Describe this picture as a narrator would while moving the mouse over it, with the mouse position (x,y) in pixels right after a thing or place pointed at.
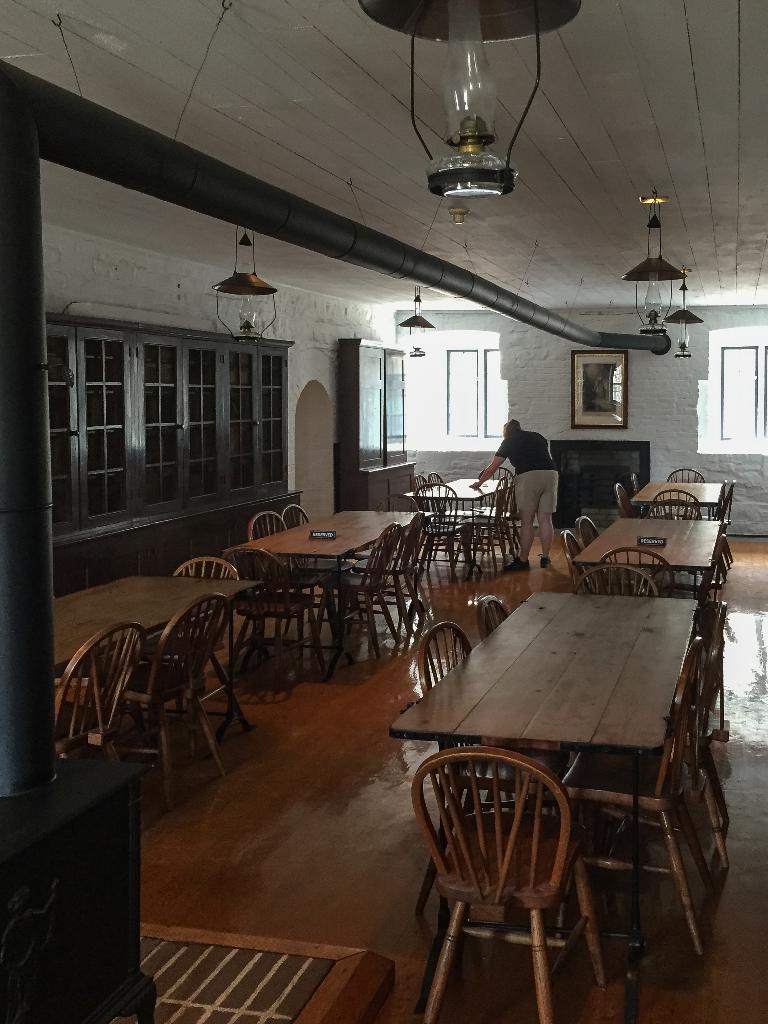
In this image I can see a chairs (498,498), tables (554,697). One person (534,480) is standing and holding something. I can see black color cupboard (165,487) and frame (586,374) is attached to the wall (660,393). The wall (660,393) is in white color. Top I can see lights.
